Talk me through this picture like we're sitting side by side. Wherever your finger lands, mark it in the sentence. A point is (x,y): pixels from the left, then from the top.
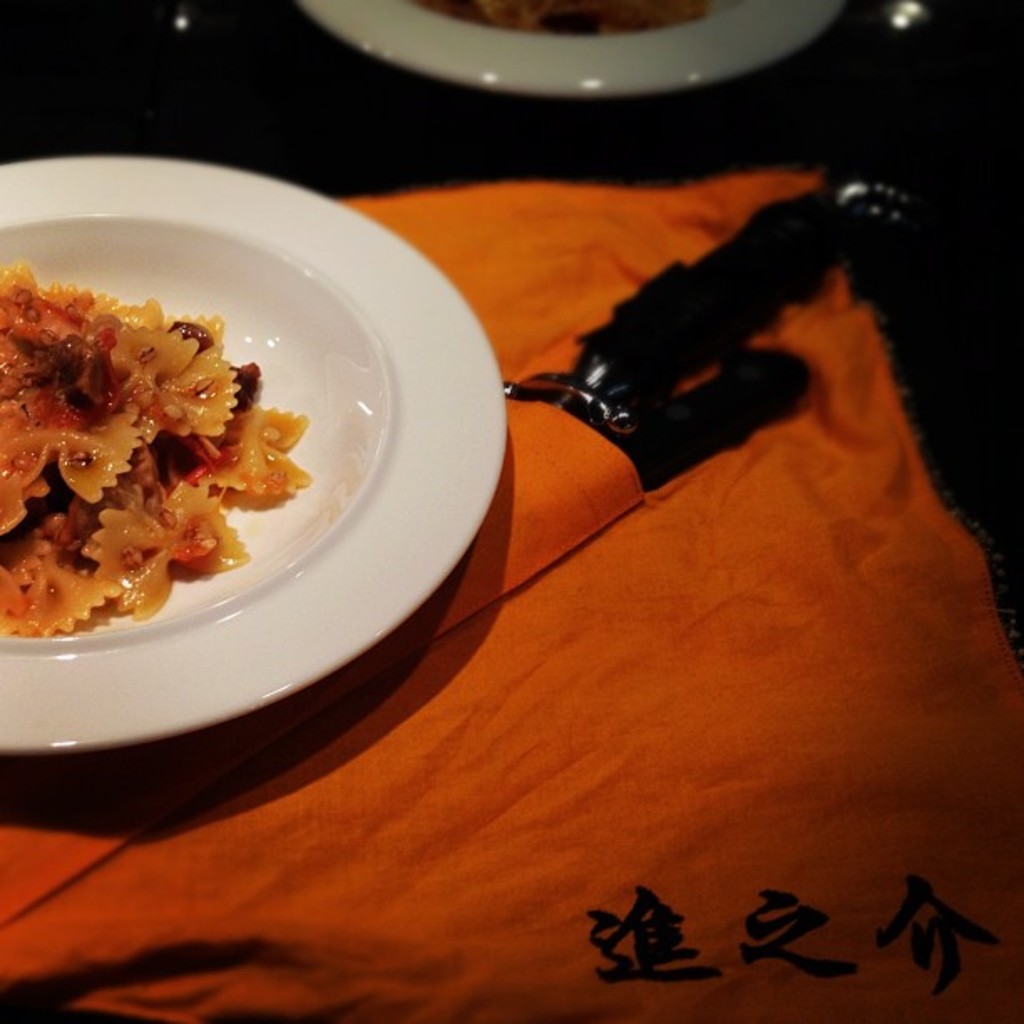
In this image we can see food item (279,445) in a plate (240,244) and an object (537,395) are on the cloth (532,558). At the top (630,10) we can see an item (630,10) in a plate (592,69) on a platform (185,53).
